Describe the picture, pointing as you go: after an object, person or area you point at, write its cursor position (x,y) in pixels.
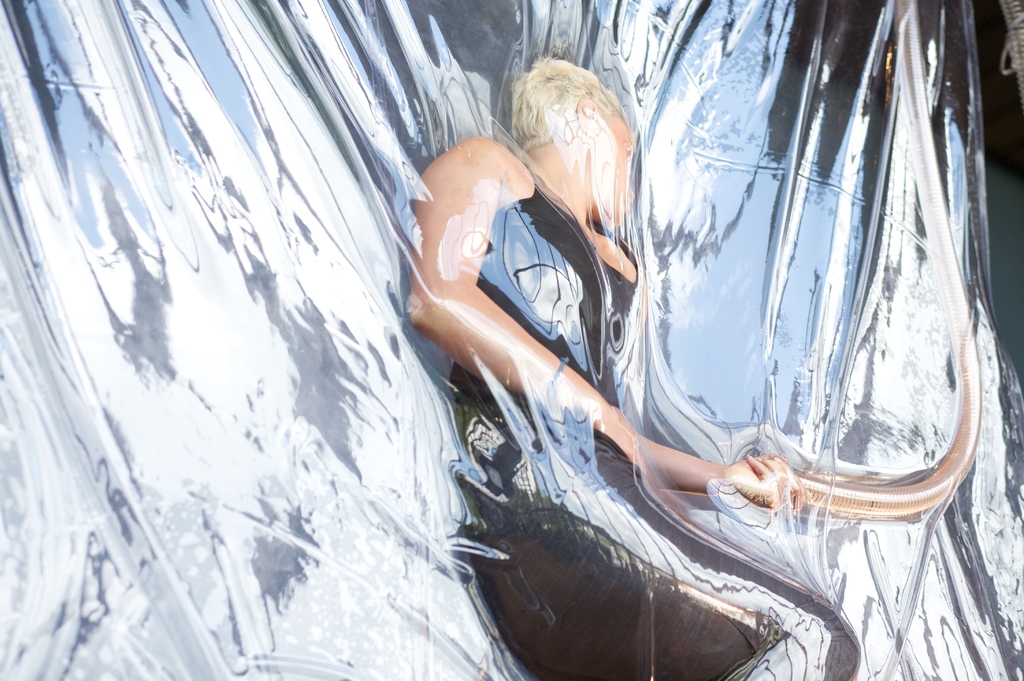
There is a person (610,478) wearing black color clothes (555,477).
